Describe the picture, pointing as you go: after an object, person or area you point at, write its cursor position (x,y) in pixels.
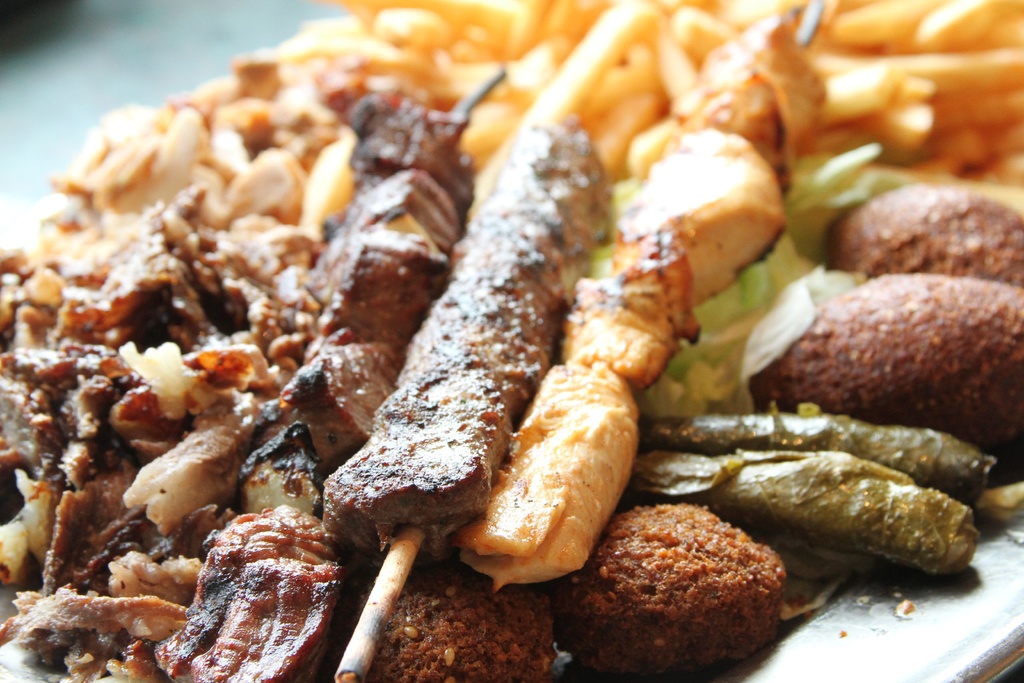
In the picture there are different types of cooked food items (360,338) served on a plate (926,616).
